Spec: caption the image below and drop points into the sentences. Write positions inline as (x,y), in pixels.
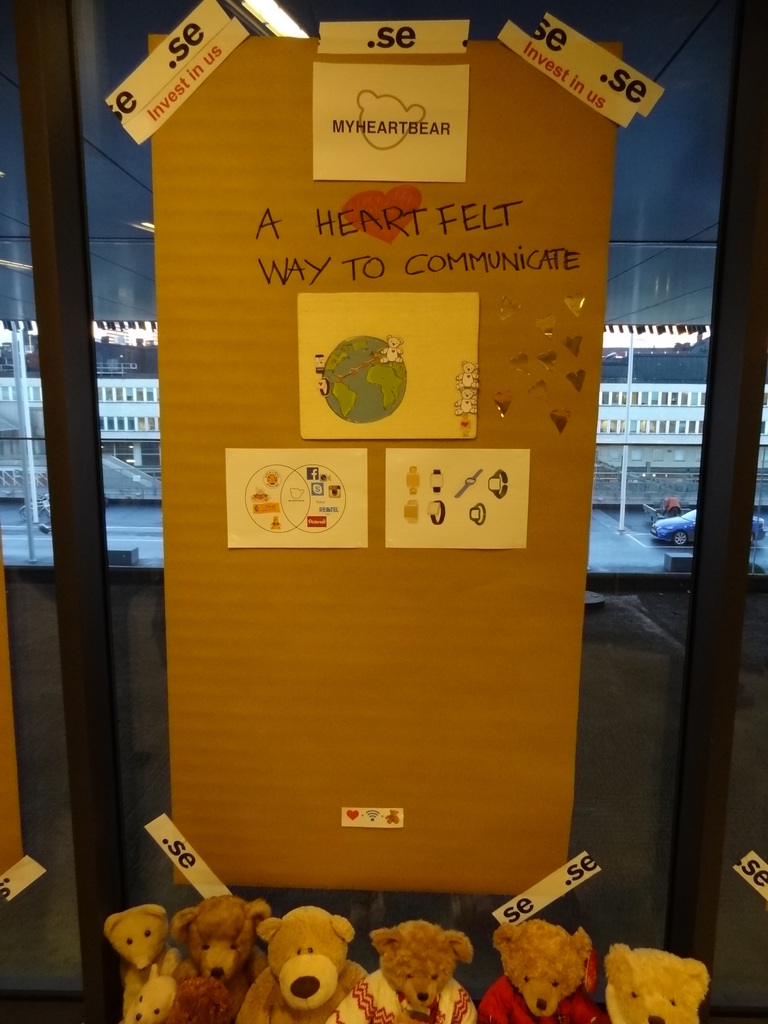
At the bottom of the picture (311,993) there are teddy bears (288,968). In the middle of the picture (502,347) we can see a cardboard sheet (348,259) sticked to a glass window (663,484). In the background (634,451) there are current poles (29,475), road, wall (136,409), light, vehicle (688,518), sky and various other objects (130,475).
